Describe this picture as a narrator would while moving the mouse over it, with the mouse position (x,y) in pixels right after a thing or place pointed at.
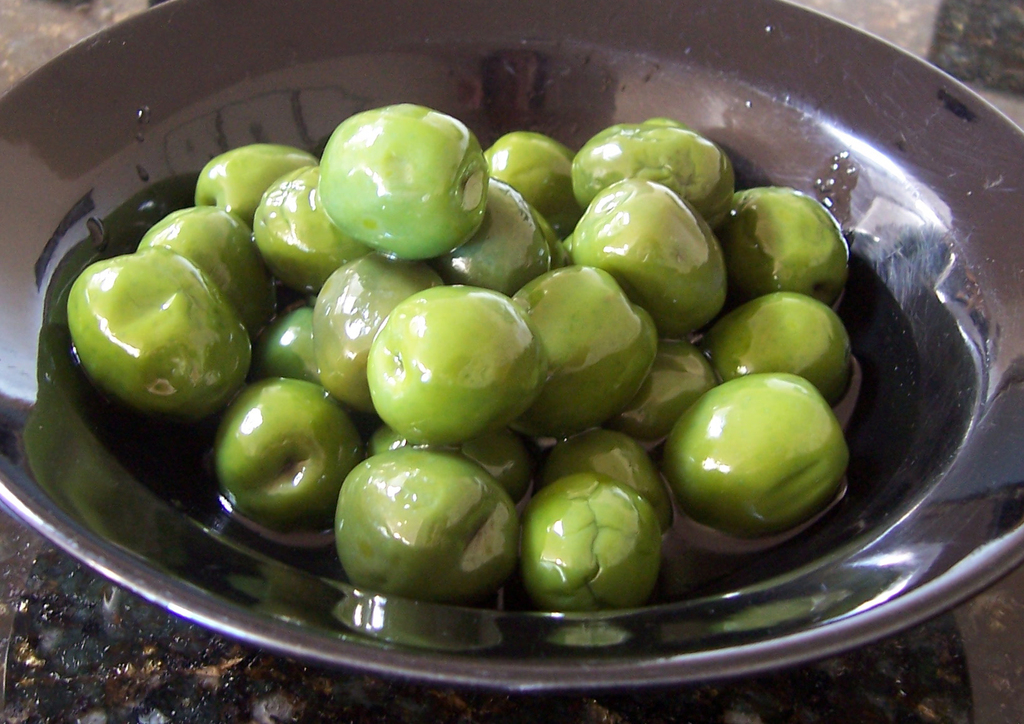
In this picture we can see close view of the green olives (482,443) in the black plate (887,404).
